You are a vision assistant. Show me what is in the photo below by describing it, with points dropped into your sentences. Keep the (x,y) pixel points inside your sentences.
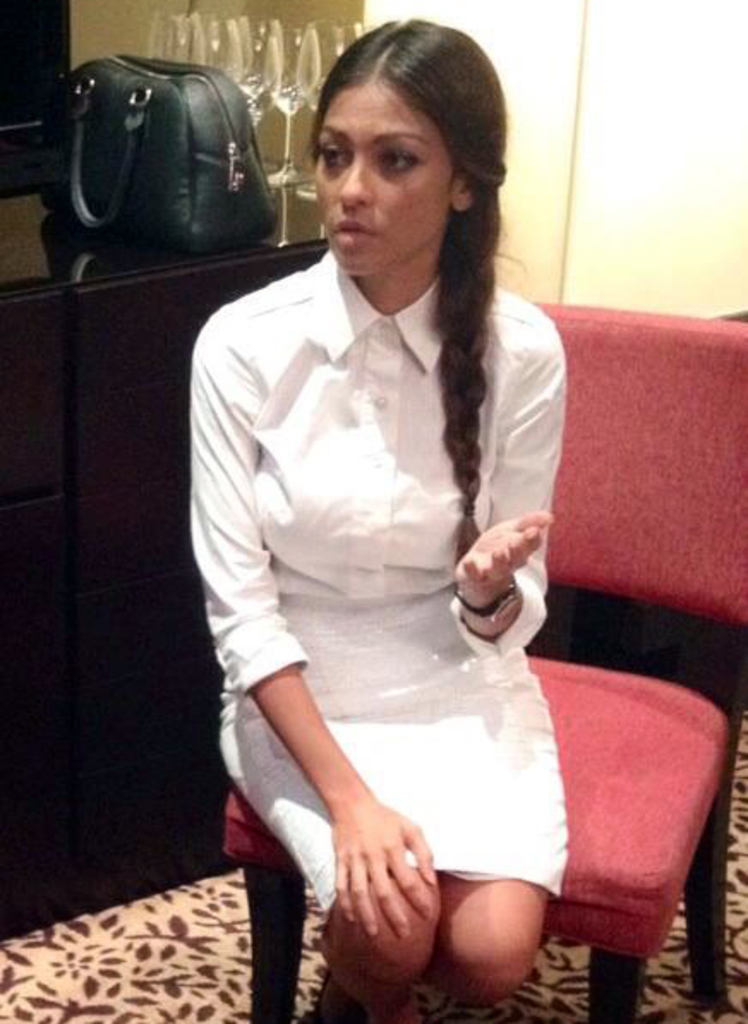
This image consists of a woman (337,684) wearing a white dress (446,704). She is sitting in a chair (595,810). On the left (106,645), there is a cabinet (137,435) on which a bag (155,139) is kept. And there are wine glasses (304,56) kept on the desk (103,329).
